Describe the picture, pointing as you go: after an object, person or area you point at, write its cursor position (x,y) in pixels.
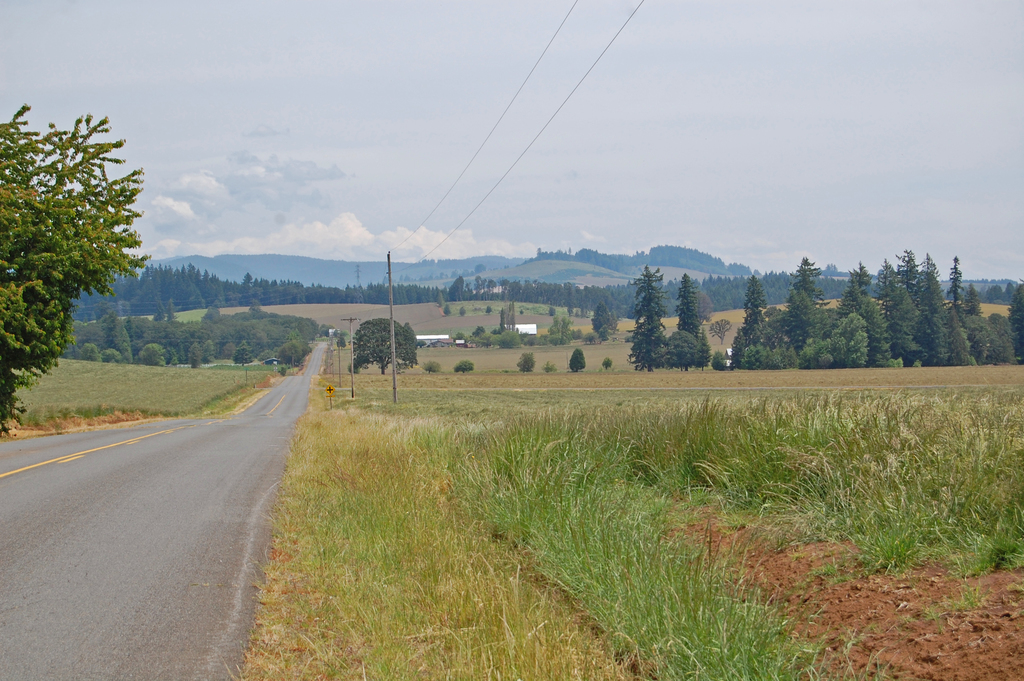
In this picture we can see a road (160,505) and on the right side of the road (240,419) there are electric poles (354,351) with cables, grass (527,460) and trees (529,366) and in front of the road (317,358) there are hills (343,268) and a cloudy sky (412,182).
